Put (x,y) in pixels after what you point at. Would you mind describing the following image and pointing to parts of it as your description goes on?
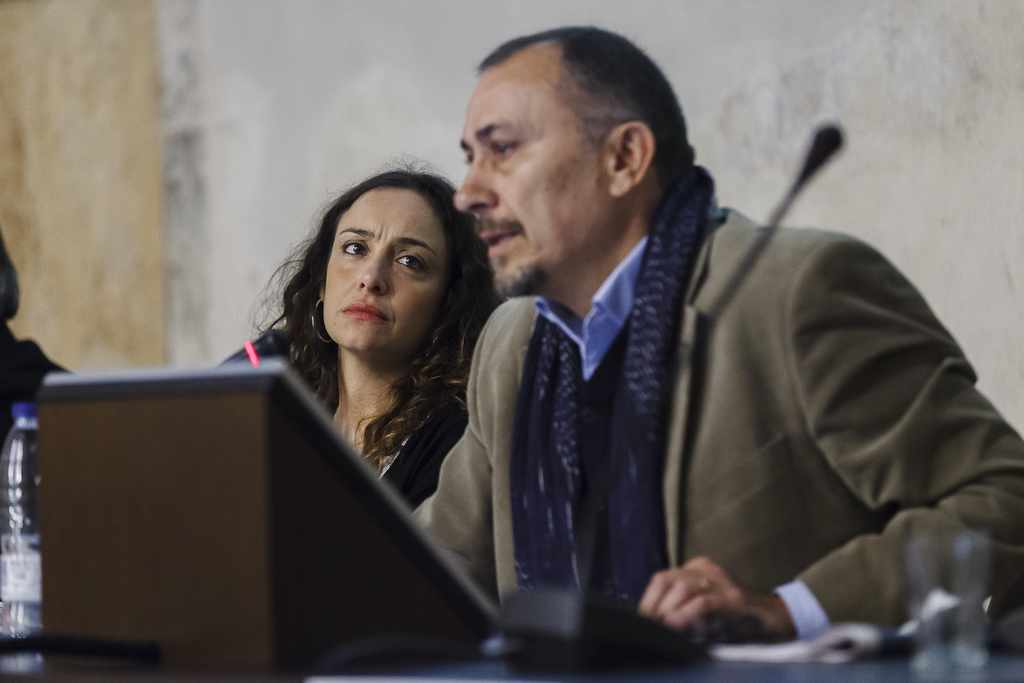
This picture describes about group of people (492,331), they are seated, in front of them we can find few microphones (680,641) and a bottle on the table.
